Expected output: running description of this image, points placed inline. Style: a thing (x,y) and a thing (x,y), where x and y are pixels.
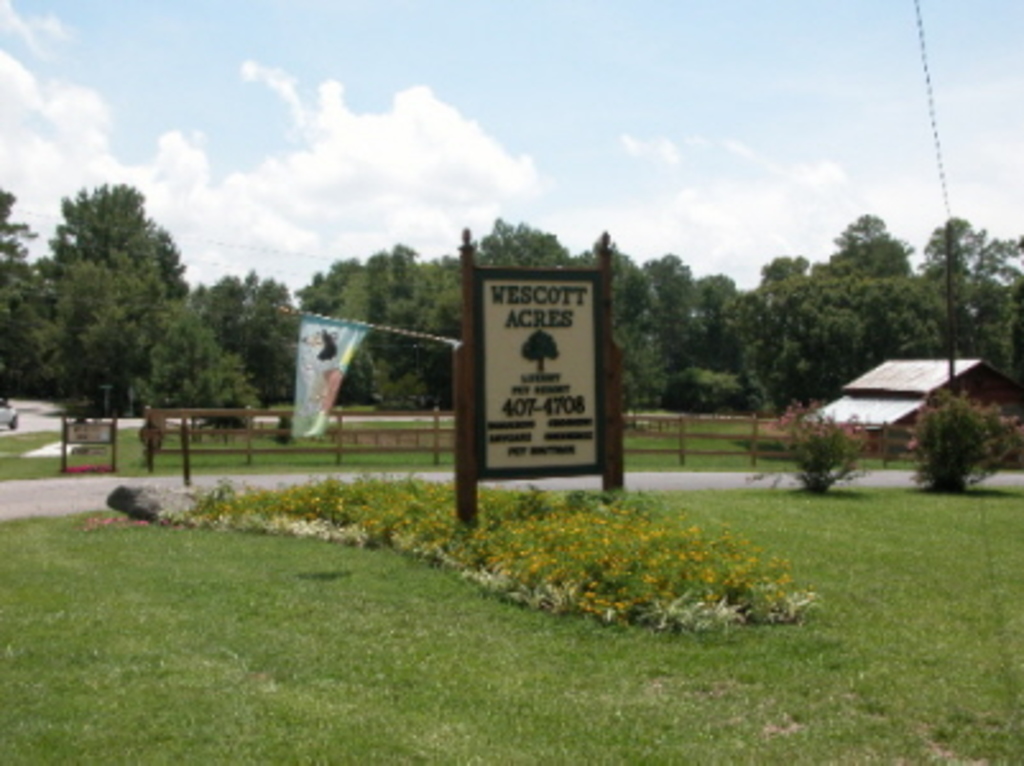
In this image I can see grass (54,743), board (514,380) and a flag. There is fence (268,428) behind it and there is a shed (912,394) on the right (869,408). There are trees (632,311) at the back (160,333).
